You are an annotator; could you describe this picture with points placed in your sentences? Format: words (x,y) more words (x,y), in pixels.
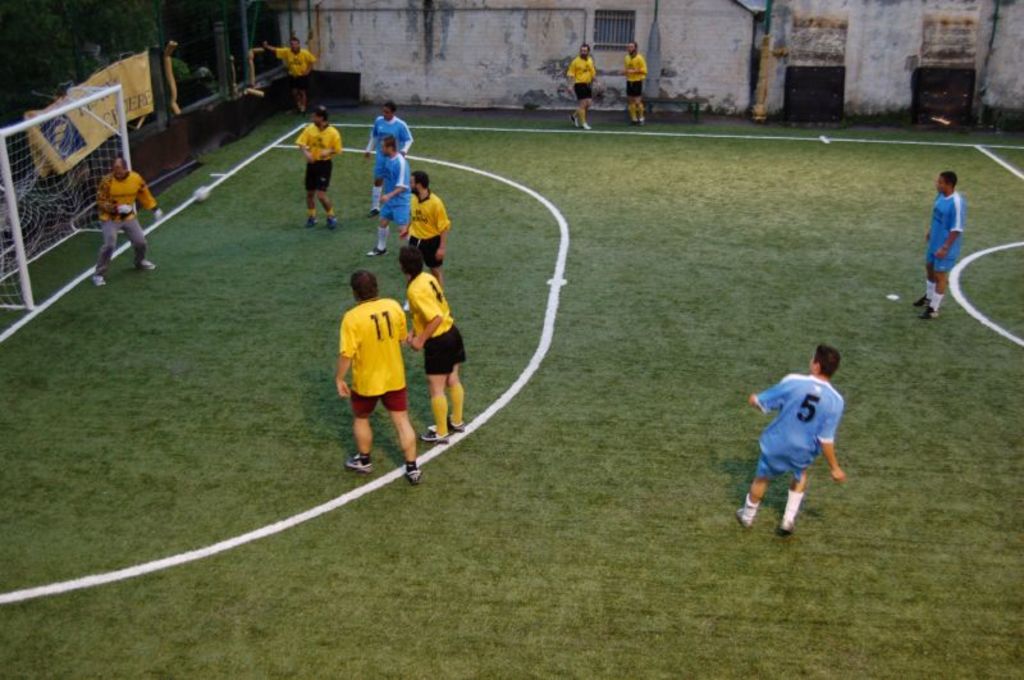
In the center of the image (367,294), we can see people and in the background (71,139), there is a frame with net (76,146) and a banner (133,84) and some poles (220,37), a bench (674,98) and there is a wall (904,30) and there are trees (140,23) and we can see some objects (933,78). At the bottom (438,491), there is ground (411,533).
